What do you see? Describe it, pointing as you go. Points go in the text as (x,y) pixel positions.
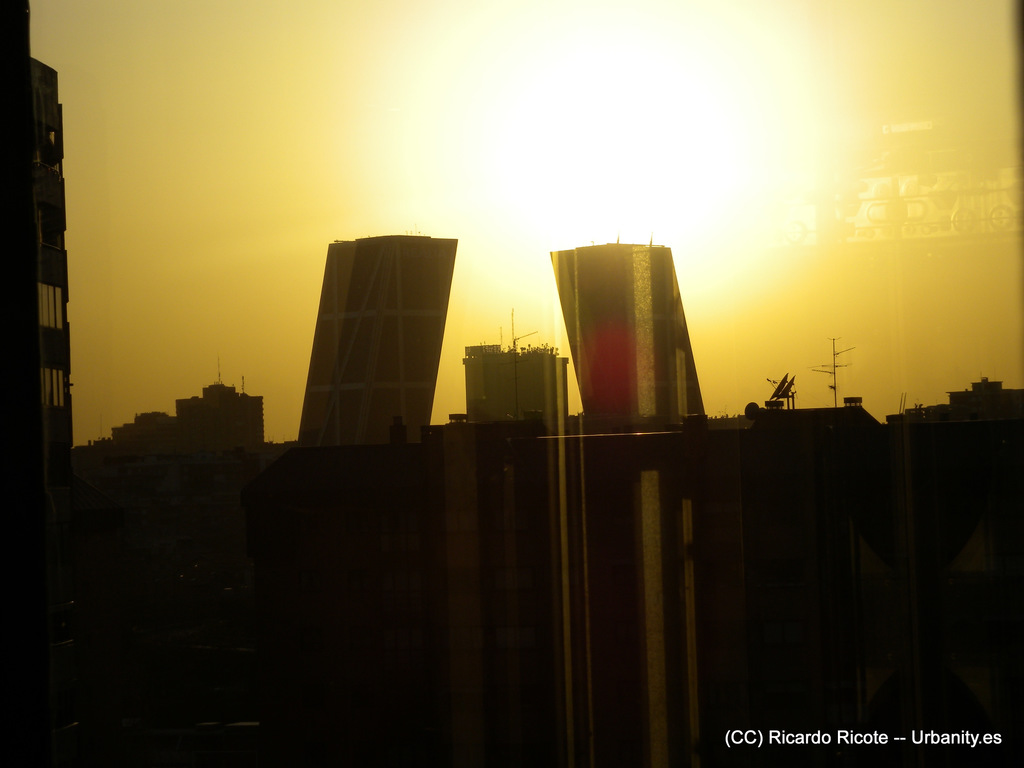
In the image there are many buildings (779,485). And also there are dishes (782,398) of tv antenna (836,379) and poles (836,404). At the top of the image (209,104) there is a sky (416,202) with sun (502,114). In the bottom right corner of the image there is a name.
